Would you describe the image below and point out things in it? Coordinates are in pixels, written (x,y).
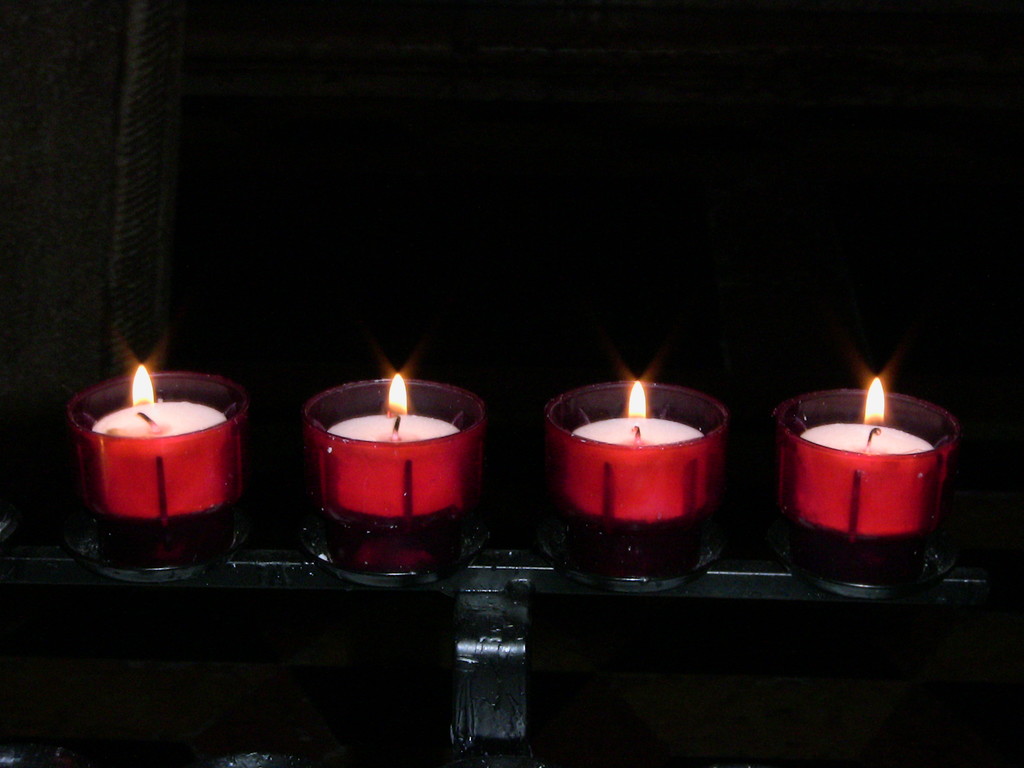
In this image few candles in the glasses (446,523) are kept on the stand (465,615).
